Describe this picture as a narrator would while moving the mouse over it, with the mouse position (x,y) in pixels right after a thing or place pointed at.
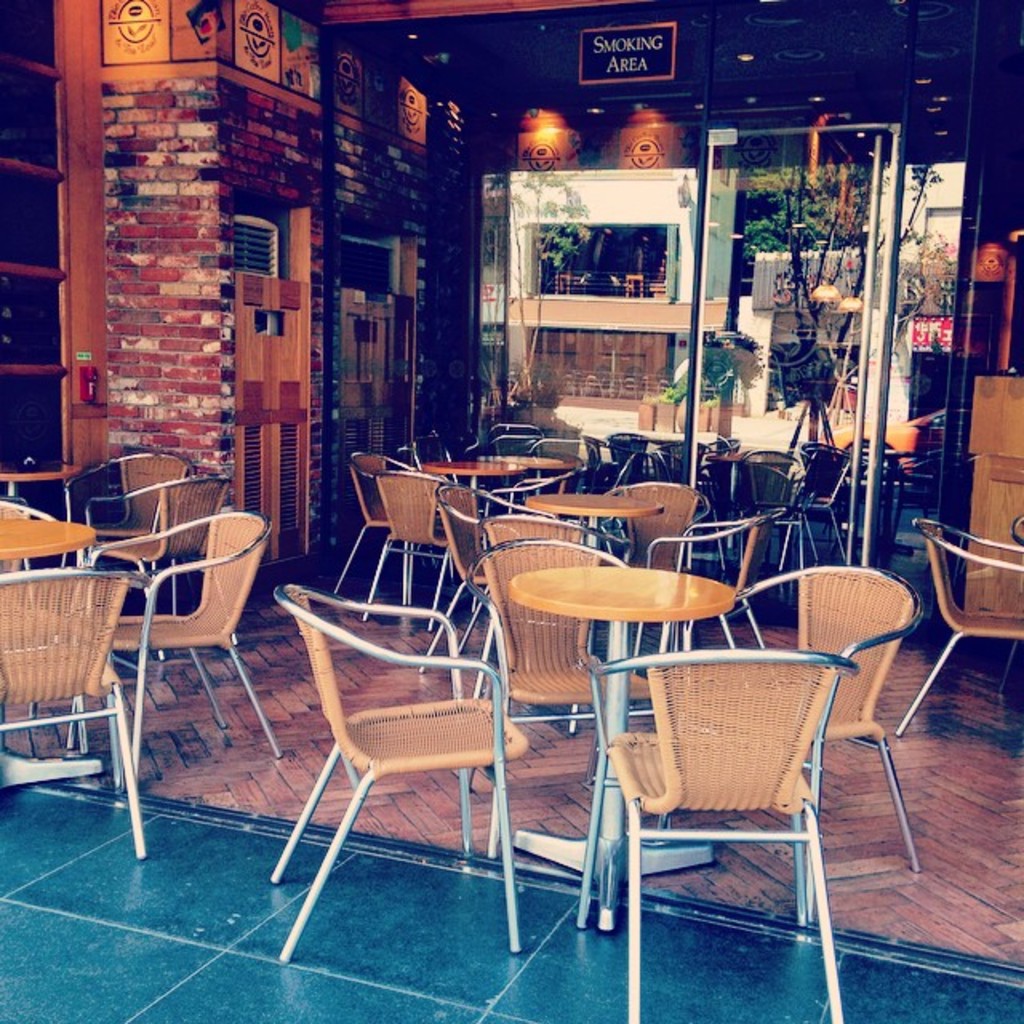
In the image there are many tables (540,582) and chairs (533,483). Behind them there is a store (352,165) with brick walls (214,430), glass doors (609,291) and also there is a sign board (593,35) with something written on it. On the glasses (596,19) there is a reflection (681,253) of building (632,298), trees (844,379), tables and some other things (867,458). On the left side of the image (74,132) there is a wall (198,444) with glass door (13,65).
